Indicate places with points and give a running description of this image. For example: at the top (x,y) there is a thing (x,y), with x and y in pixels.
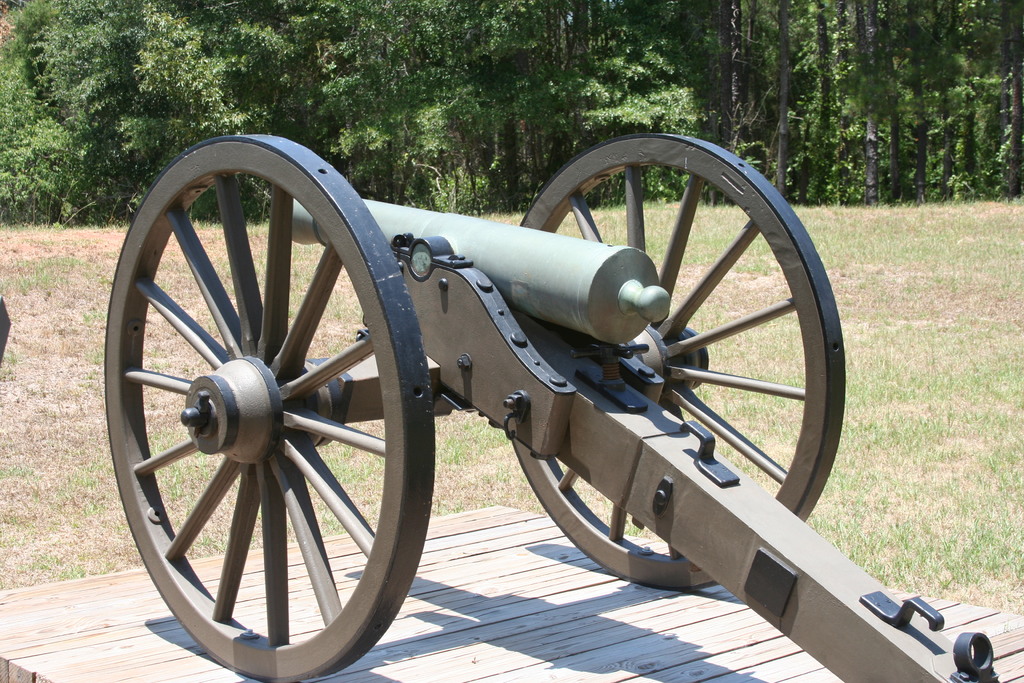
In this image there is a cannon (319,483) in the middle (512,390). In the background (542,129) there are trees (500,54). At the bottom (89,593) there is a wooden floor (547,664) on which there is a cannon (405,355).
